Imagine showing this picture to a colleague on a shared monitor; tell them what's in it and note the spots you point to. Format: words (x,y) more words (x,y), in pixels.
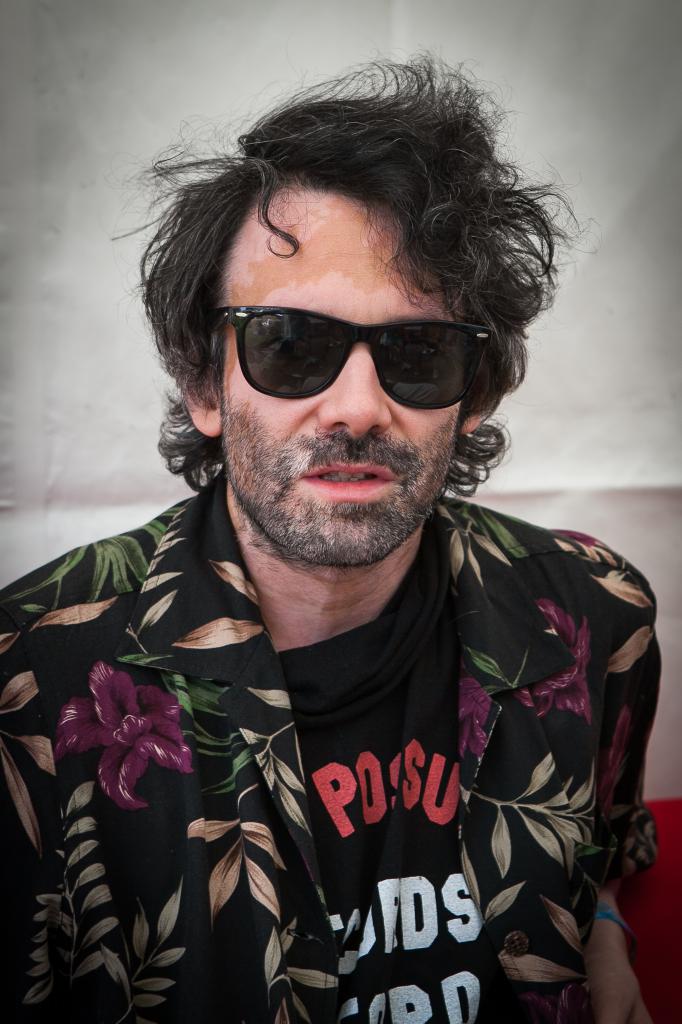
In this image there is a person (285,581) wearing goggles (385,375). Background (676,618) there is a wall (661,104).
